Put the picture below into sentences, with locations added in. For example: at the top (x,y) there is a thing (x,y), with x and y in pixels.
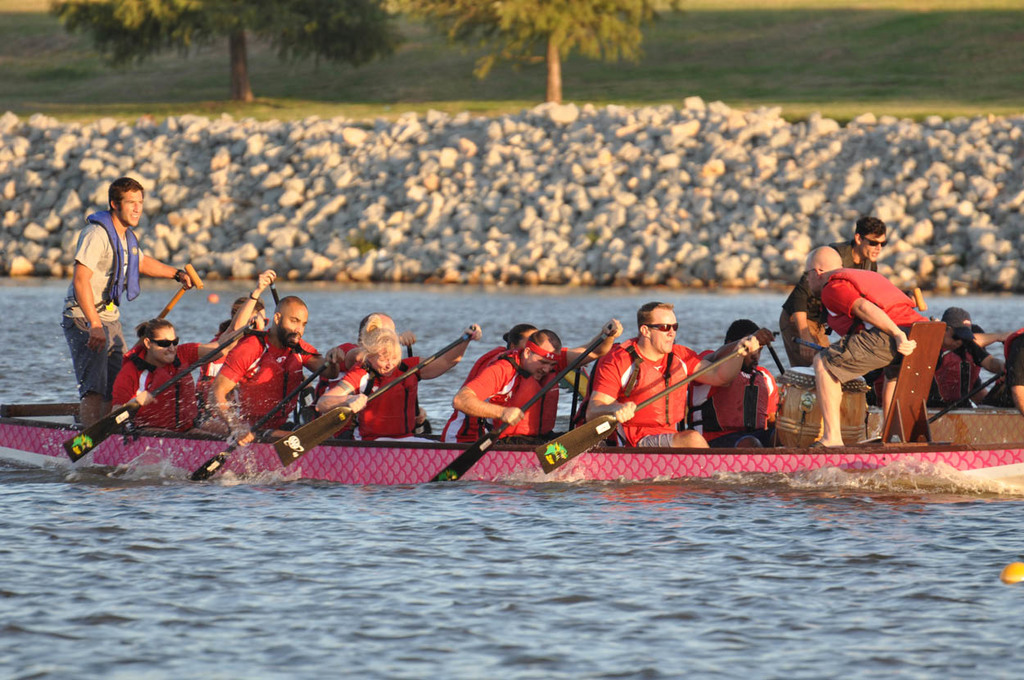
In this picture, we see group of people (230,415) who are wearing red T-shirts (183,361) are riding the dragon boat (426,450) on water (52,283). This water (57,339) might be in the lake (475,569). There are trees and stones (593,180) in the background (644,235). We even see the grass (788,104). It is a sunny day.
